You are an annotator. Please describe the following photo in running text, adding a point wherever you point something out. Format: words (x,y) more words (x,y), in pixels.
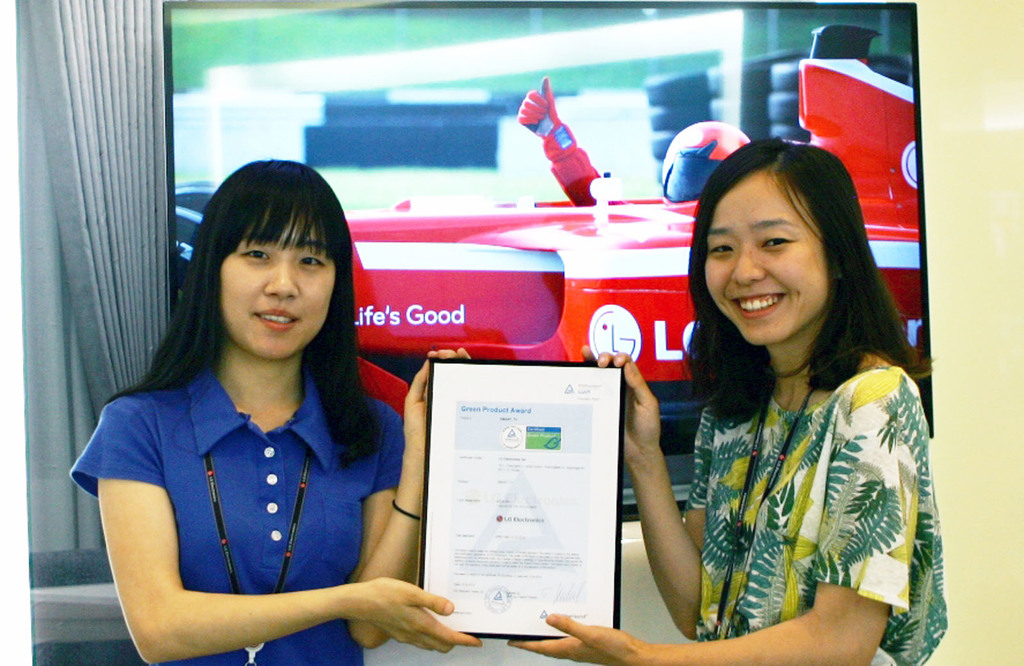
In this image two ladies (313,439) are standing. They are smiling they are holding a paper (490,544). In the background (566,158) there is screen (406,139). In the left (92,120) there is a curtain (77,118).
